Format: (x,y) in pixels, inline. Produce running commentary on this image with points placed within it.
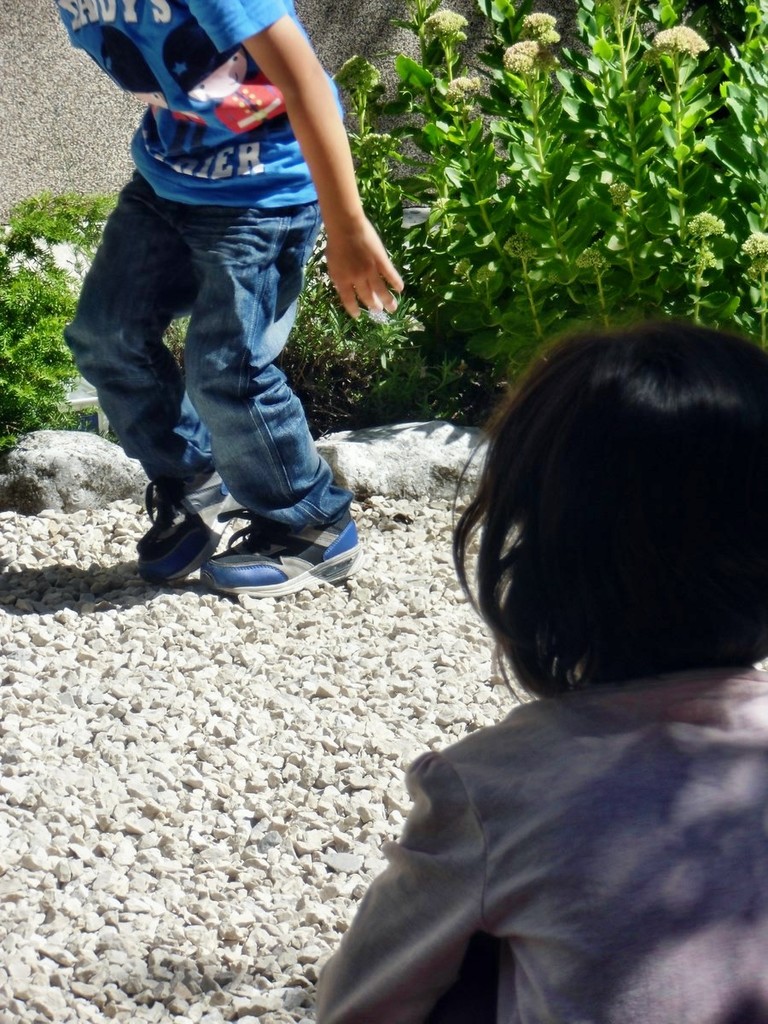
In this image I can see two kids (602,888). I can see few stones (230,748) on the ground (227,736). I can see few plants (487,289).
